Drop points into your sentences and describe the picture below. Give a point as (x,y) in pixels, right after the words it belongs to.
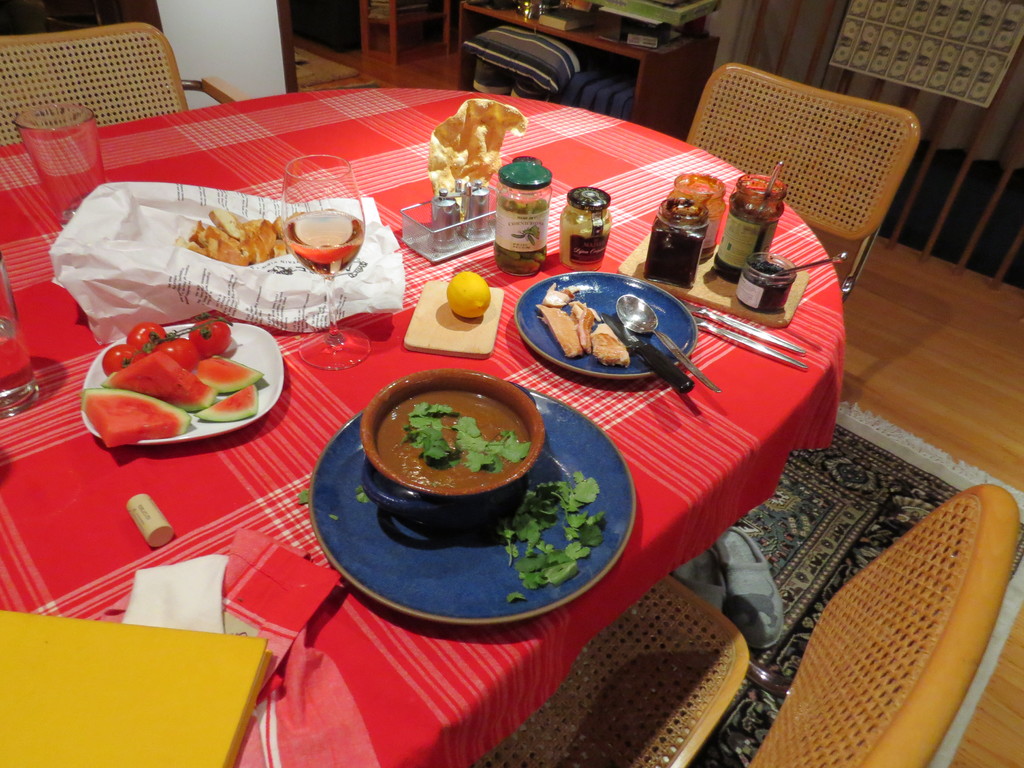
A picture is taken inside a room (379,211) where there is a table (517,297) and chair (824,666), on the table (285,423) there are napkins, plates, dishes (452,472), lemon (475,307), bottles (510,234), salt (453,222) & pepper (472,222), glasses (345,249), pickles (520,258) and spoons (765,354) are present, under the table (687,441) there are shoes (750,563) and carpet (833,489) and behind the table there are shelves (604,64) and books (569,21) and wall (962,62) behind it.
